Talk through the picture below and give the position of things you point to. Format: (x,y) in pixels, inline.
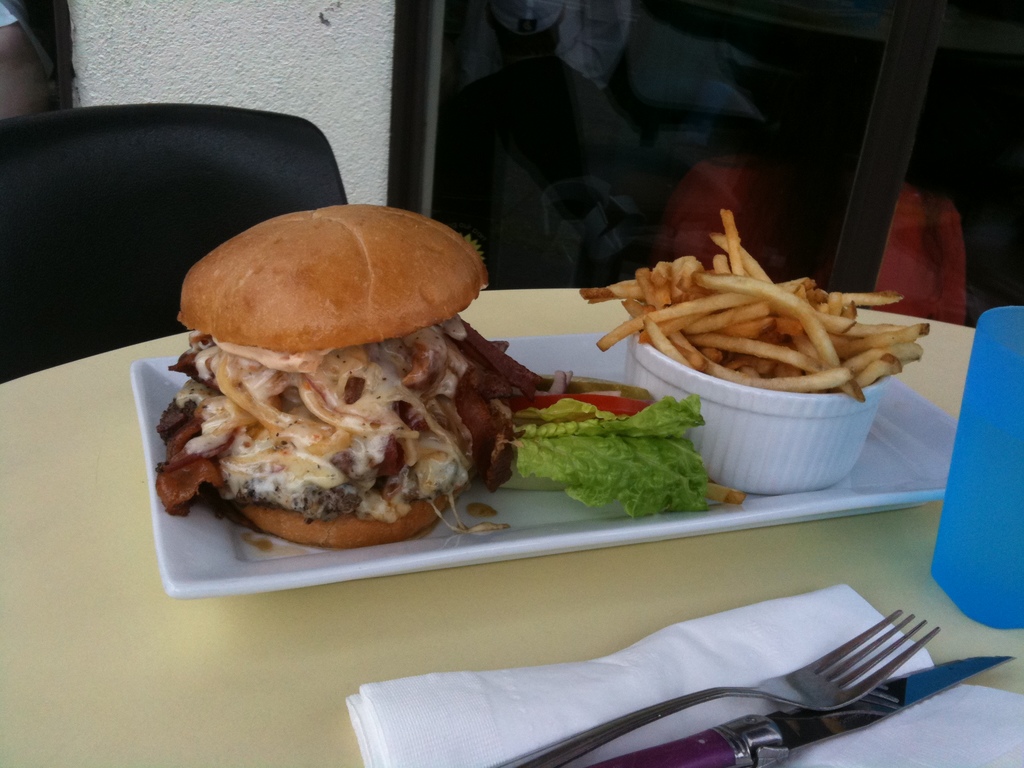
In this picture we can see some food (832,349) in a bowl (665,395). There are a few food items (368,404) in the tray (924,457). We can see a knife (858,702) fork (787,700), blue object (985,560) and a white object (358,729) on the table (121,389). We can see a chair (153,216), window (469,190) and a wall (177,84) in the background (475,111).
